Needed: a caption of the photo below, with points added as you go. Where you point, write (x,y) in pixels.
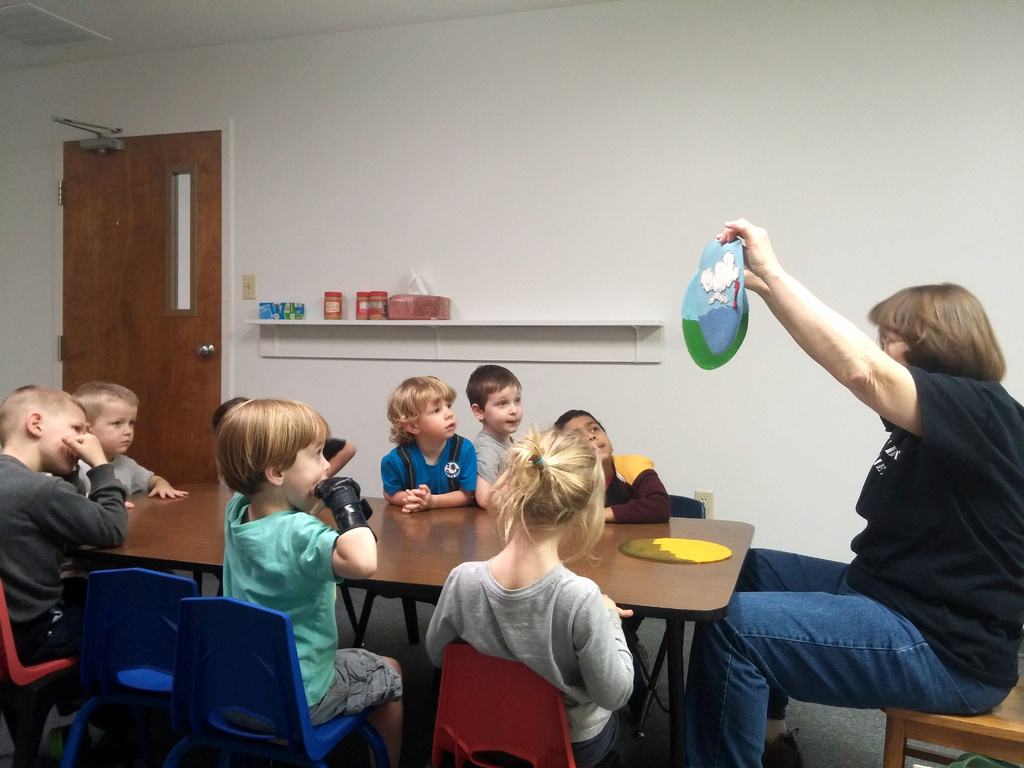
These kids (559,505) are sitting on a chair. In-front of these kids (510,541) there is a table (682,578). This woman (866,528) is sitting on a chair (987,716) and holding a cloth (744,293). On this rack (425,322) there are jars (378,313). This is door (166,329) with handle (207,350).
